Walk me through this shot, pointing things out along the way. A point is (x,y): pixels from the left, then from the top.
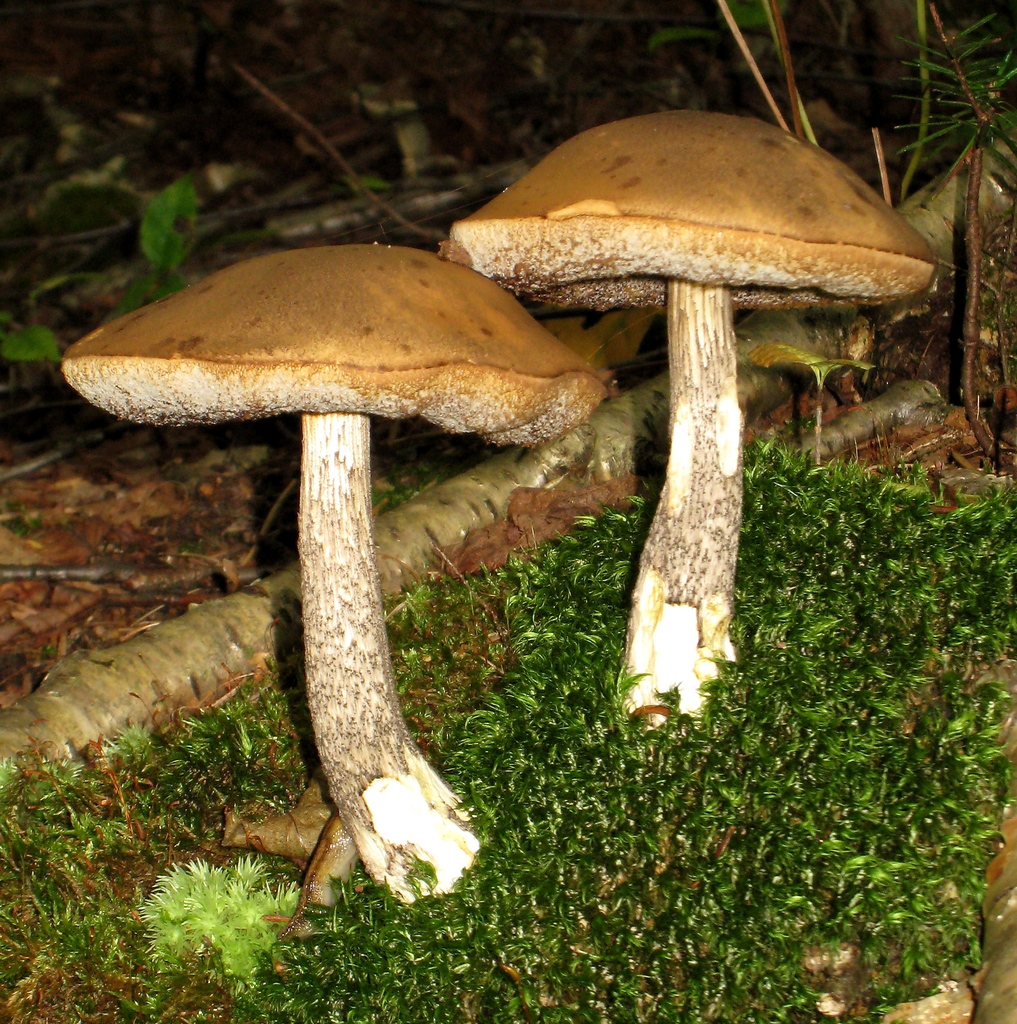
In the image there are two mushrooms (735,303), around the mushrooms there are small leaves (687,900).
